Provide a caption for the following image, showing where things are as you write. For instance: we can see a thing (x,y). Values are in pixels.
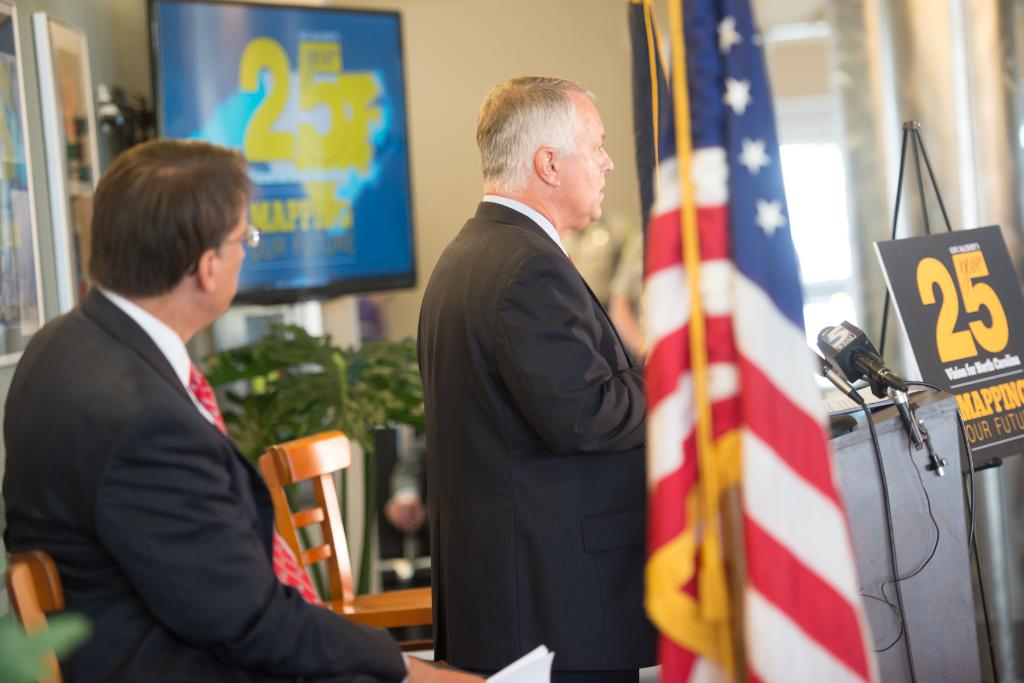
This picture shows two men (506,437) here. One of the guy (485,421) is standing and speaking near the podium (884,466) and the other guy (150,486) is sitting in the chair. There is a flag (707,330) here. In the background (289,153) there is a television (321,189), some plants (323,387) and a wall (498,42) here.
